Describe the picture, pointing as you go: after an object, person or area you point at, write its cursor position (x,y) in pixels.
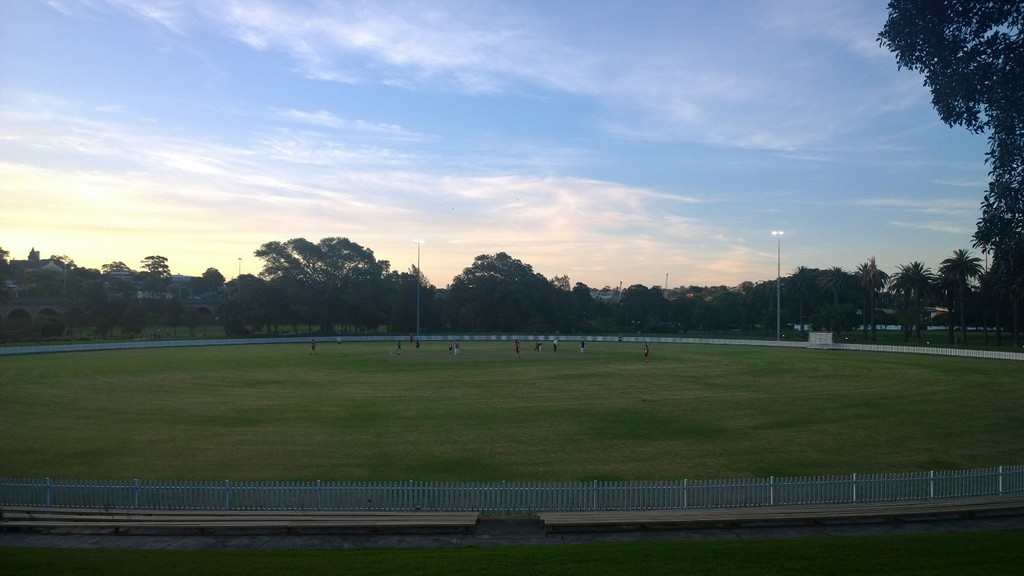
In the foreground of this image (600,559), there is grassland (519,458), railing (554,482), a tree (1020,183) on the right (1014,200) and few people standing and walking on the grass (421,360). In the background (414,285), there are poles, trees (510,299) and the sky (402,123).
